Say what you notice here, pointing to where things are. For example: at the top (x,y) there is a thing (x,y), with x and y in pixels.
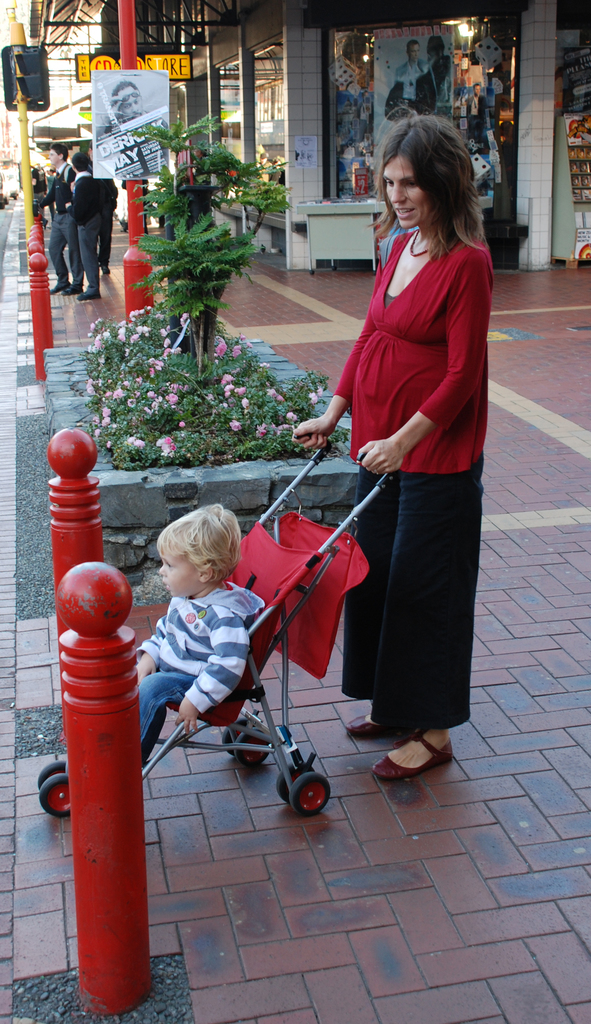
This picture shows buildings (331,129) and we see few people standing and we see a woman (373,479) holding a boy (160,689) in the baby trolley (254,570) and we see poles (127,60) and few people (100,215) standing.
